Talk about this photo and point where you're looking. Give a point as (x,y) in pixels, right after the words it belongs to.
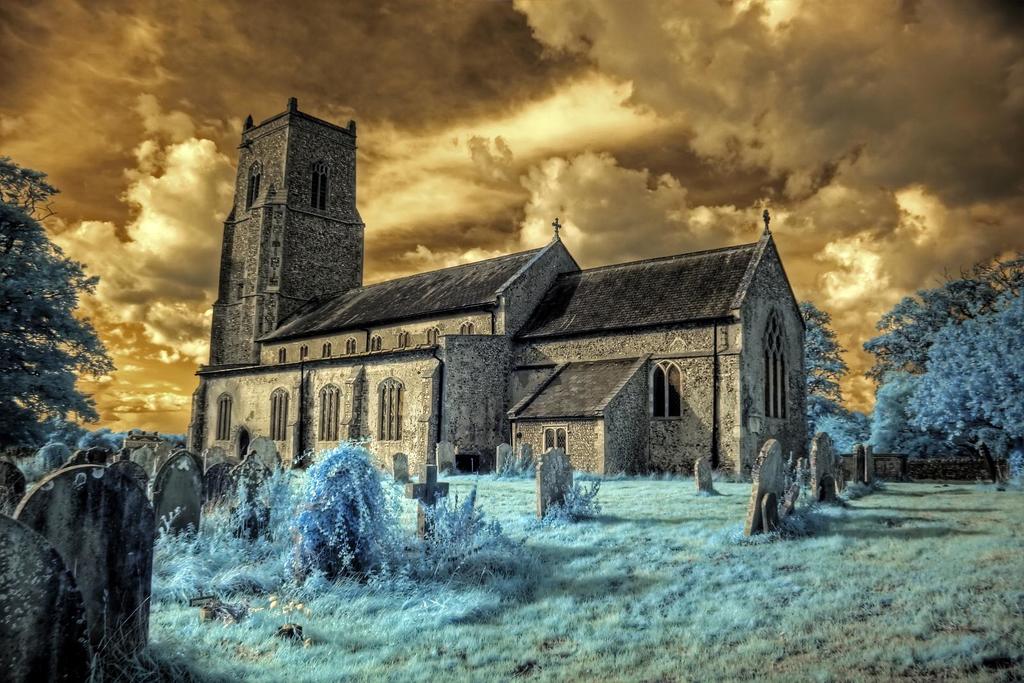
This is an edited image. In this image we can see a building (517,334) with windows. We can also see a group of grave stones (774,488), grass (609,530), plants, trees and the sky (565,235) which looks cloudy.
